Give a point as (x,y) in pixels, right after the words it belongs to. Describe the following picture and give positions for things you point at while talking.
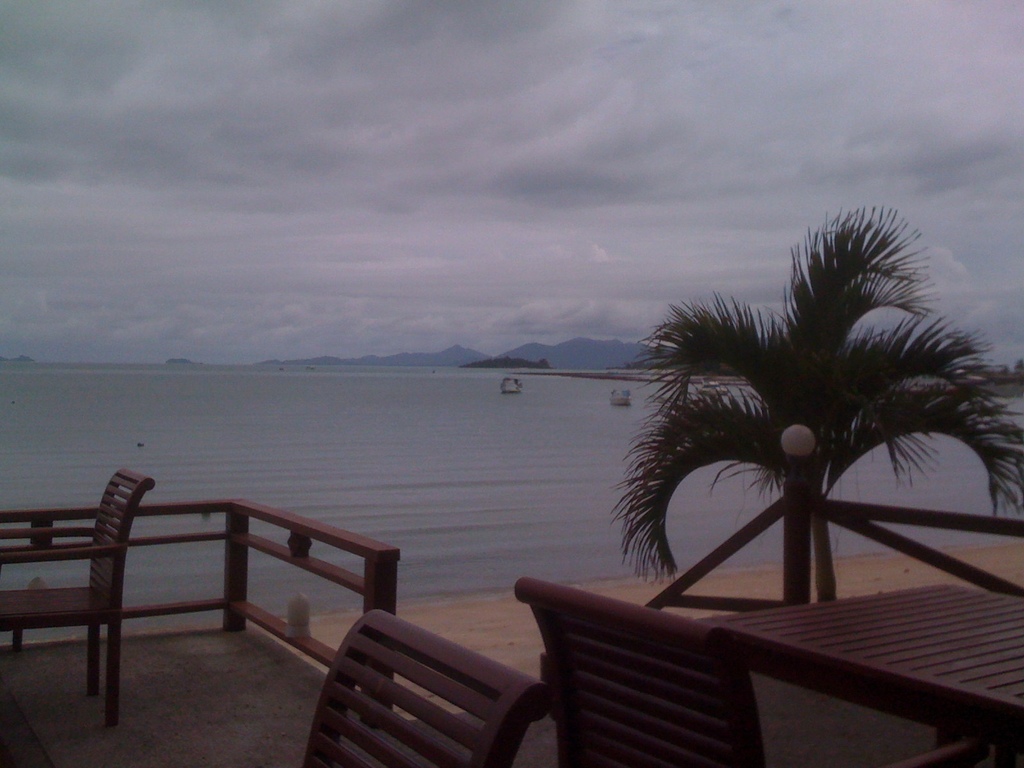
In this image, at the bottom (593,750) there are chairs (411,702), railing (43,539), table (842,652), plant (842,446). In the background (617,380) there are boats (518,390), water (424,471), waves (424,422), hills (418,354), sky (586,235).
